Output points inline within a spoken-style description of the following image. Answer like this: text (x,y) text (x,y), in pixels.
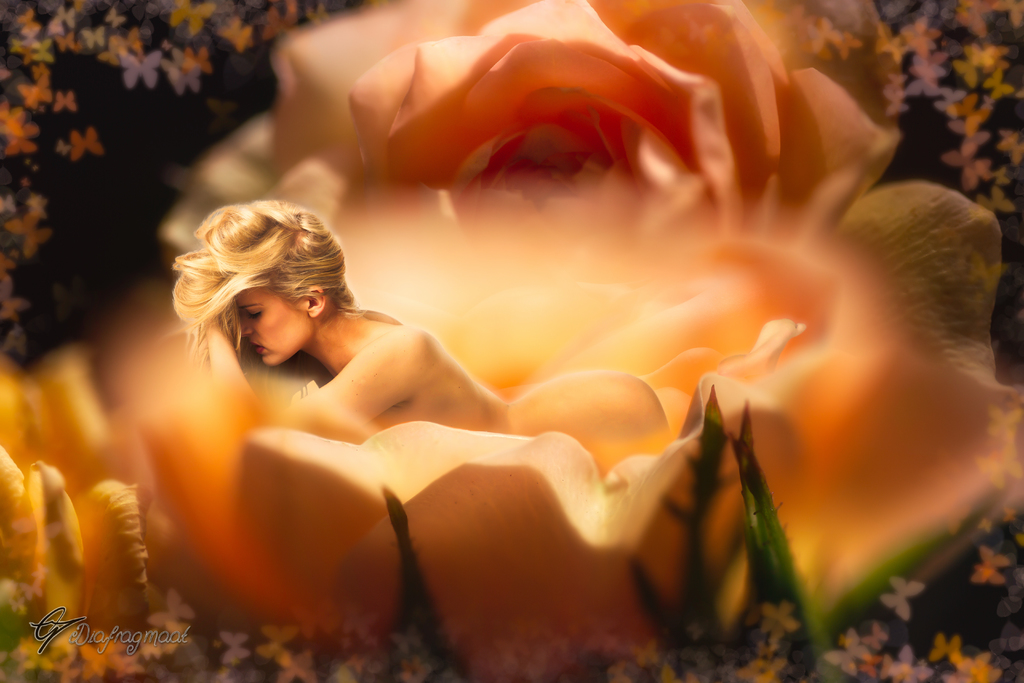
By seeing this image we can say it is an animated image. In this image we can see a lady (203,286) is lying inside a rose flower (308,190). In the background of the image (977,73) we can see butterflies (803,656).
